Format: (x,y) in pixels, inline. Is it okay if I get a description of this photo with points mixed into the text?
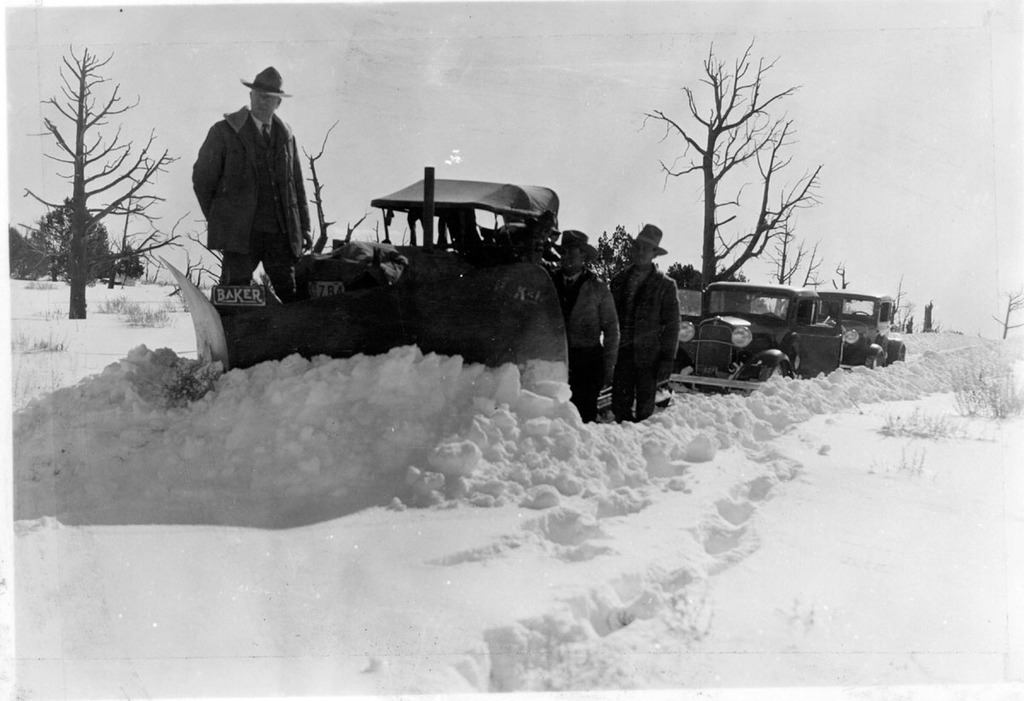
In front of the image there is a person (243,180) standing on the vehicle (344,284). Beside the vehicle (503,230) there are two other people (608,379). Behind them there are cars (805,367). At the bottom of the image (462,548) there is grass (152,320) and there is snow (605,570) on the surface (613,523). In the background of the image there are trees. At the top of the image (623,60) there is sky (564,35).
